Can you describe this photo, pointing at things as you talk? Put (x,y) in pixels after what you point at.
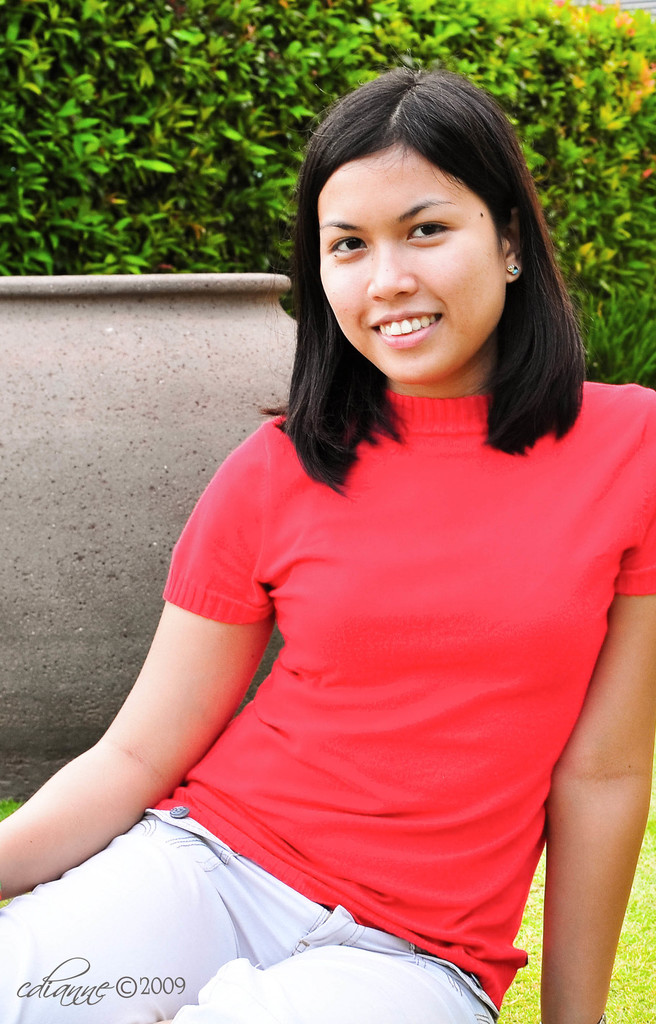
In this image, we can see a person (450,735). We can also see the ground (618,978) covered with grass (526,980). We can see an object (44,282). There are a few plants (644,160).
